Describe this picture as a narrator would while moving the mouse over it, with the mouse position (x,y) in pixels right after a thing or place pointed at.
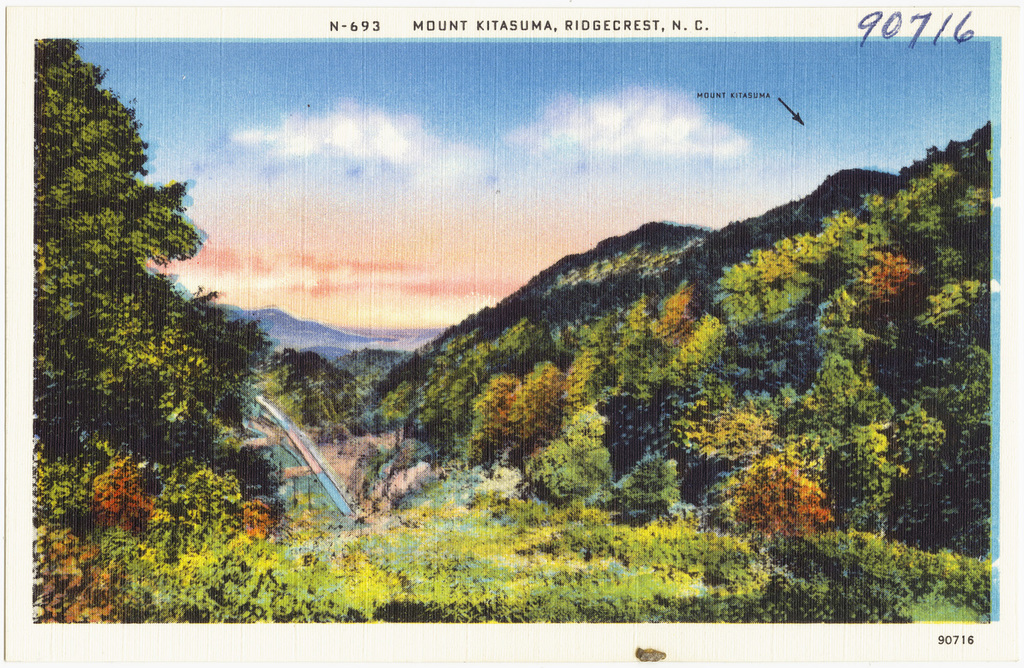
This image is a photo. In the center of the photo (460,427) there are hills (472,366) and trees (203,441). In the background (344,223) there is sky (376,220) and clouds (448,158).
